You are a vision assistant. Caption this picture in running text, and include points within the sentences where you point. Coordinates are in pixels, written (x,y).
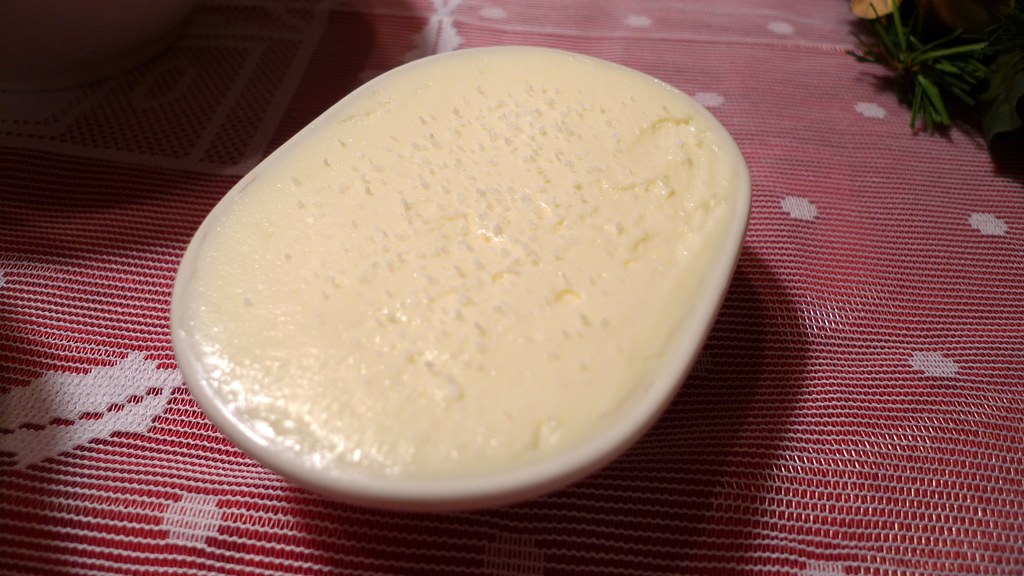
In this picture there is a ice-cream (455,176) in the cup (727,243) which is kept on the bed sheet (625,541). In the top right corner (1008,98) we can see the plant (922,87).
